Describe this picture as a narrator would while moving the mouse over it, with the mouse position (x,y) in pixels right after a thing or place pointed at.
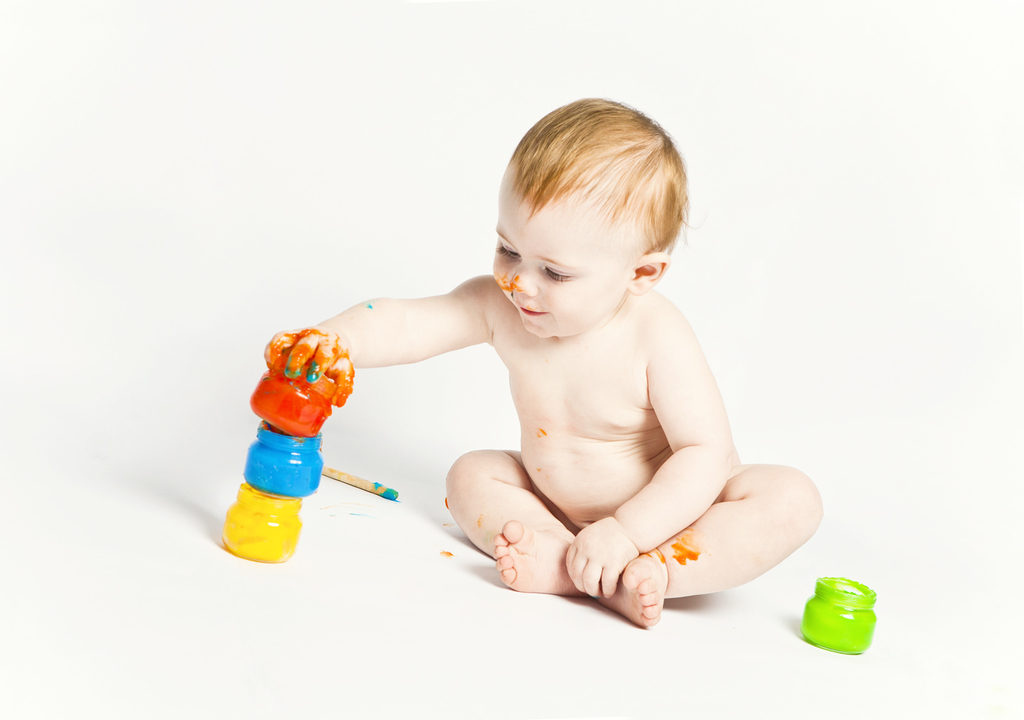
In this image we can see a kid (377,353) holding a paint bottle (292,389), also we can see different color paint bottles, there is a stick (374,491), and the background (864,178) is white in color.
